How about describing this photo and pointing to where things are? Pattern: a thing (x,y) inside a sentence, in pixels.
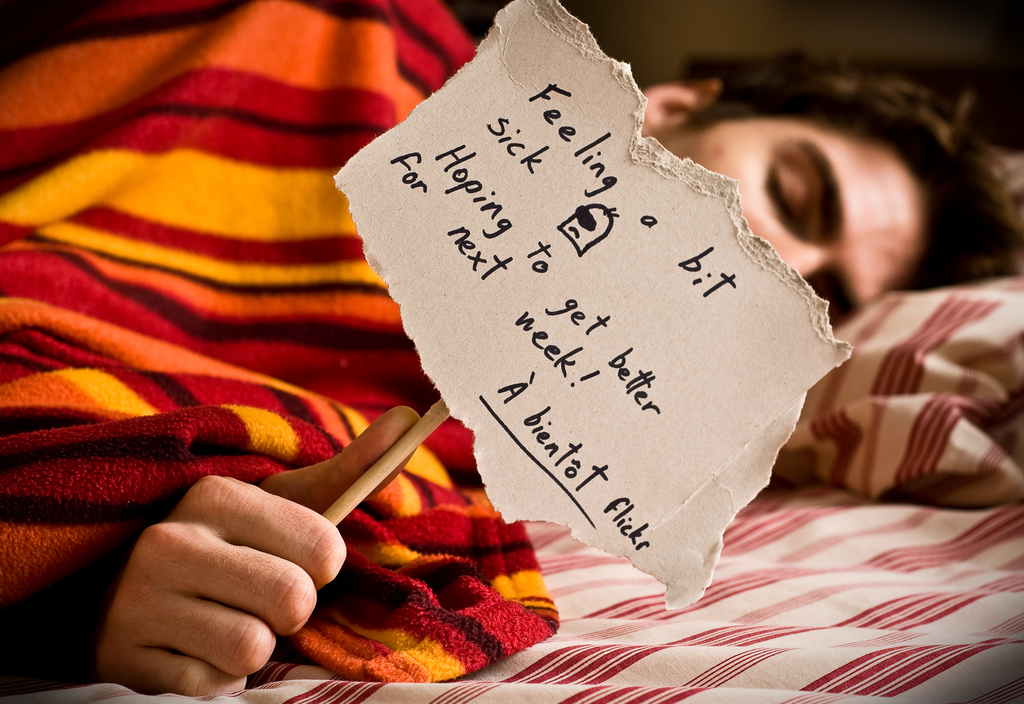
In this picture we can see a boy (827,183) sleeping on the bed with colorful blanket (268,324) on the top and holding the small notice (503,354) in the hand (340,574).
